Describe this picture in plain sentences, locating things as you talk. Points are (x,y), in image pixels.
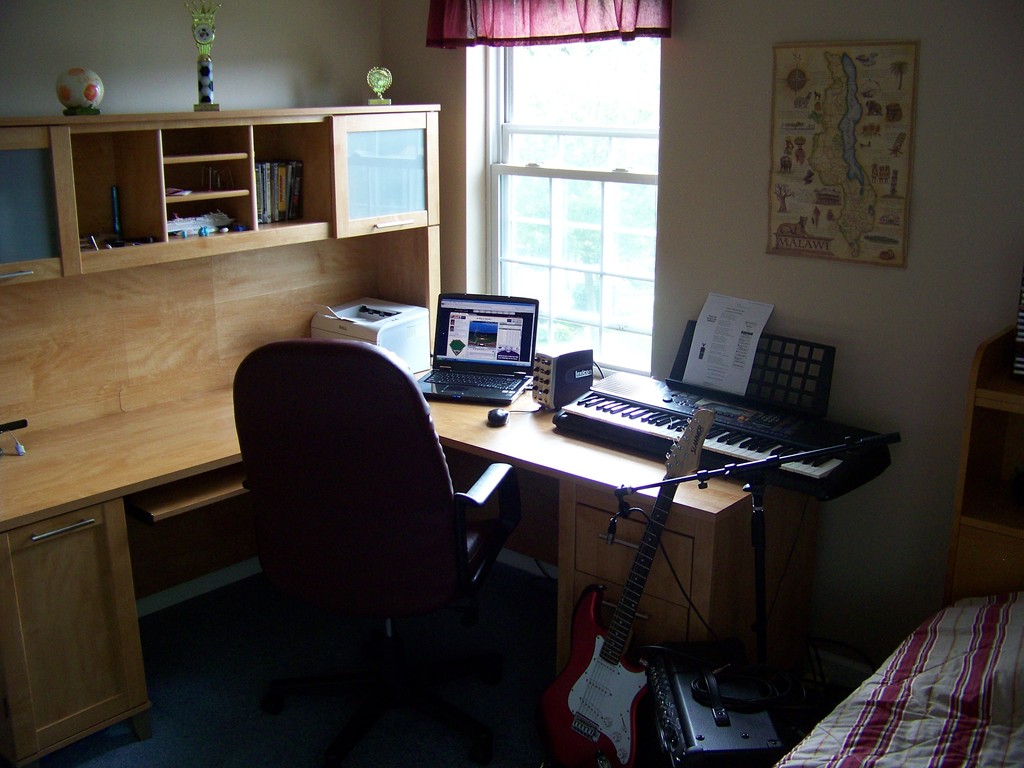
This picture is clicked inside the room (491,616). On the right corner (958,618) we can see the bed (888,714) and there are some objects (676,715) placed on the ground (514,705) and we can see a guitar (614,688), chair (351,518), picture frame (892,111) hanging on the wall (958,133) and wooden cabinet (252,128) containing books (294,186), show pieces (206,60) and some other items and we can see musical keyboard (668,395), paper (696,330), mouse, laptop (512,382) and some other items (405,324) are placed on the top of the wooden table (583,453). In the background (604,97) we can see the curtain (514,33) and the window (582,195).
